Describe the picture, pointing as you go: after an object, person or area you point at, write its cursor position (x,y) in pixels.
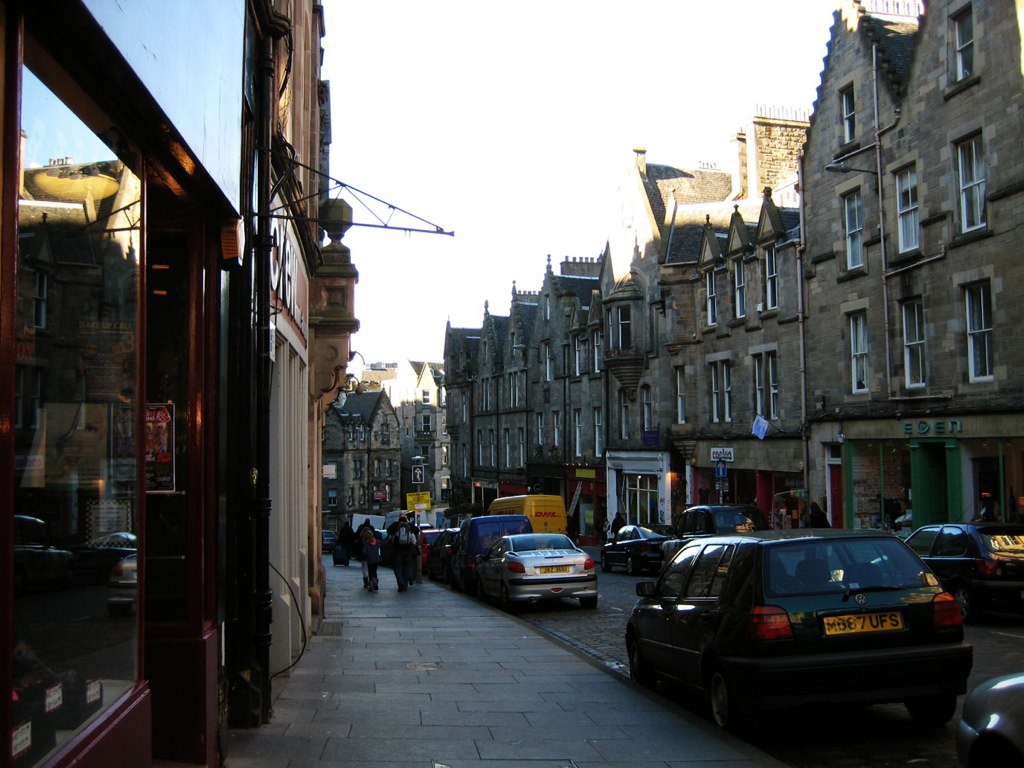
In this picture we can see few vehicles (636,647) on the road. Some people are walking on the path (356,678). There are few buildings (243,373) on right (775,287) and left side of the road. We can see a board (412,508) on the pole (419,525). Some other boards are visible on the building (400,470).
